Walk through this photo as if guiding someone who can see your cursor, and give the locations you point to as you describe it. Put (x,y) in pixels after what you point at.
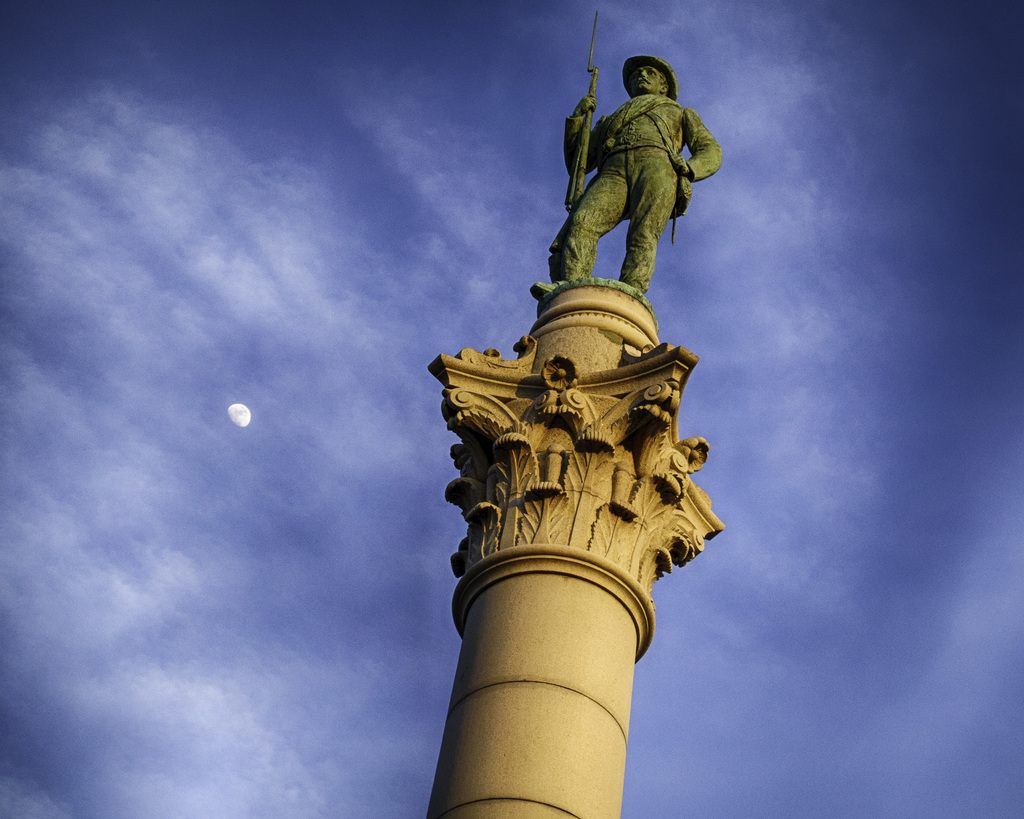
In this image we can see a pillar (583,403) and a sculpture (623,151) on it. Behind the pillar (640,527) we can see the sky (279,483) and the moon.
